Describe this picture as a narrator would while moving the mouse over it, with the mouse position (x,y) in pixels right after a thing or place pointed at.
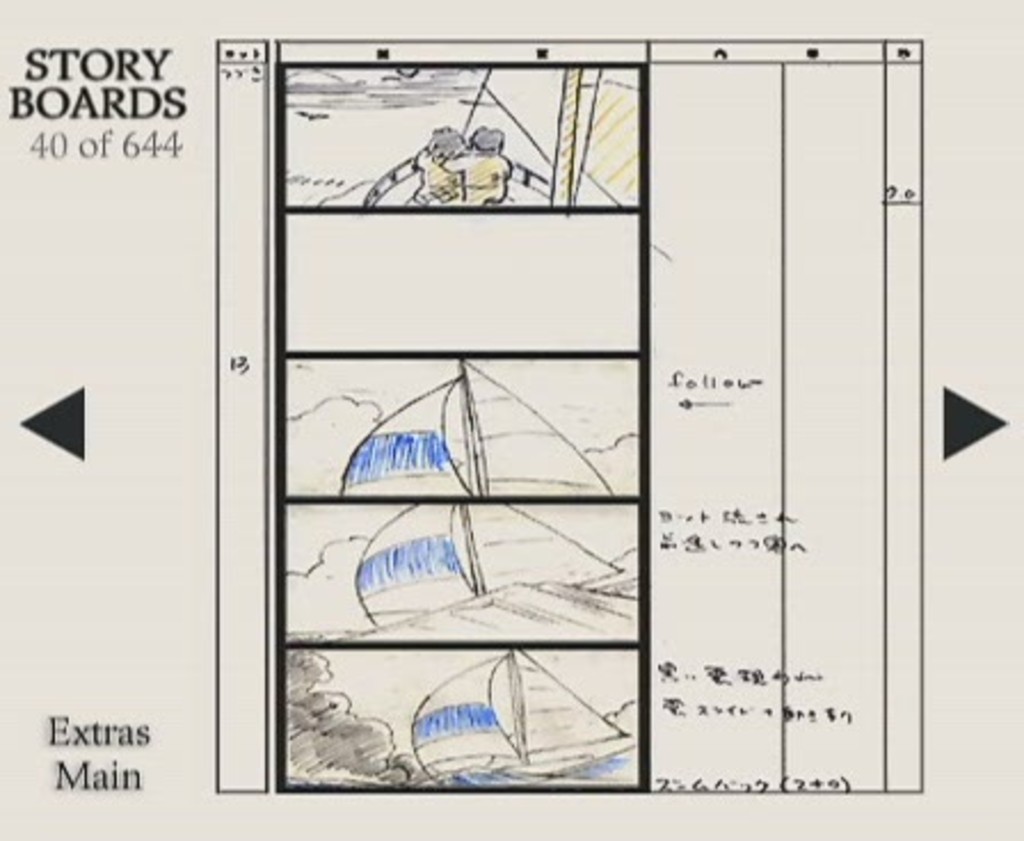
There is a picture and there is something written in the left top (80,97) and bottom corner.
